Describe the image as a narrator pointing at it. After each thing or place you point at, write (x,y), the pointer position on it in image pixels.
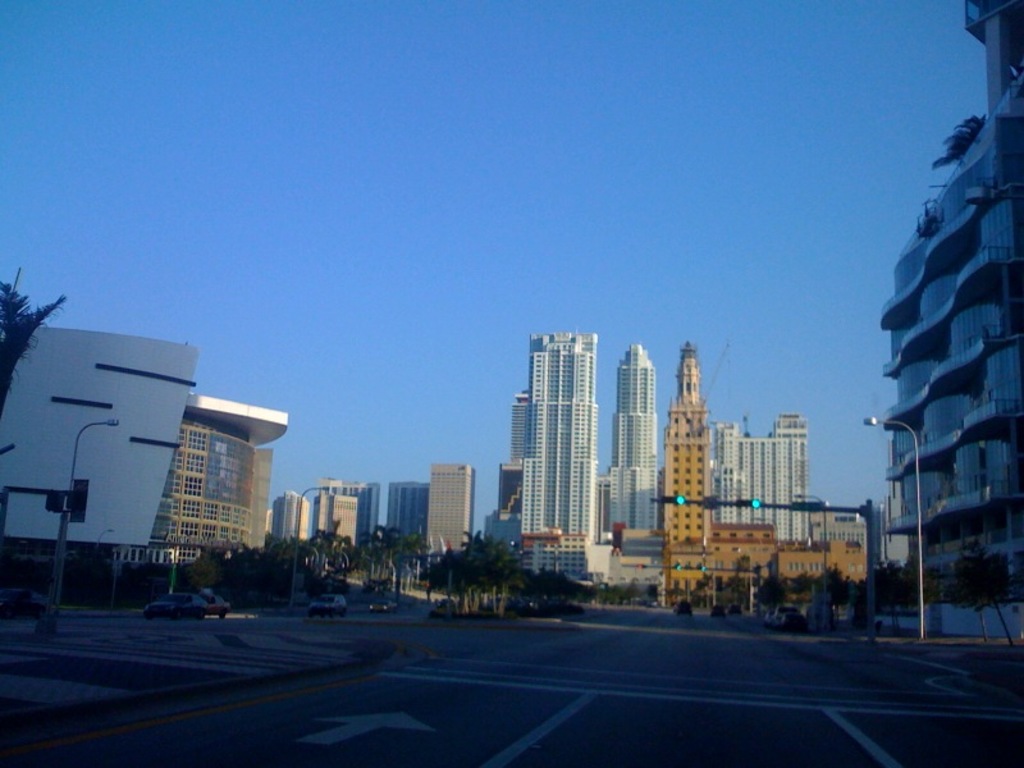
In this image we can see few buildings (164,530), there are some poles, lights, trees (405,582) and vehicles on the road (625,666), in the background (571,247), we can see the sky (564,250).
